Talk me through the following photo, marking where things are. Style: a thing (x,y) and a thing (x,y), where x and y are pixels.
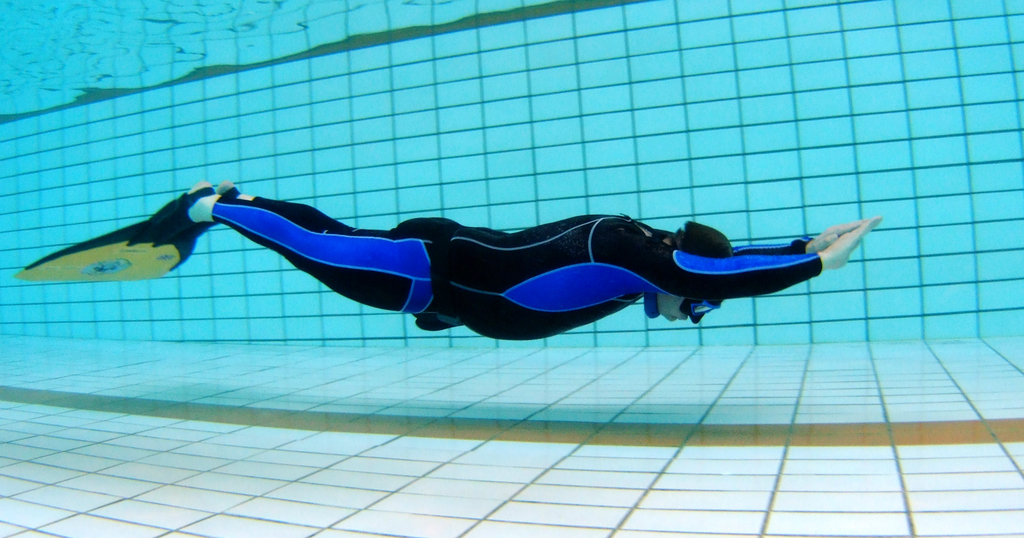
As we can see in the image there are white color tiles (672,479), water (464,406) and a man (557,260) wearing black color swim suit (499,267).
